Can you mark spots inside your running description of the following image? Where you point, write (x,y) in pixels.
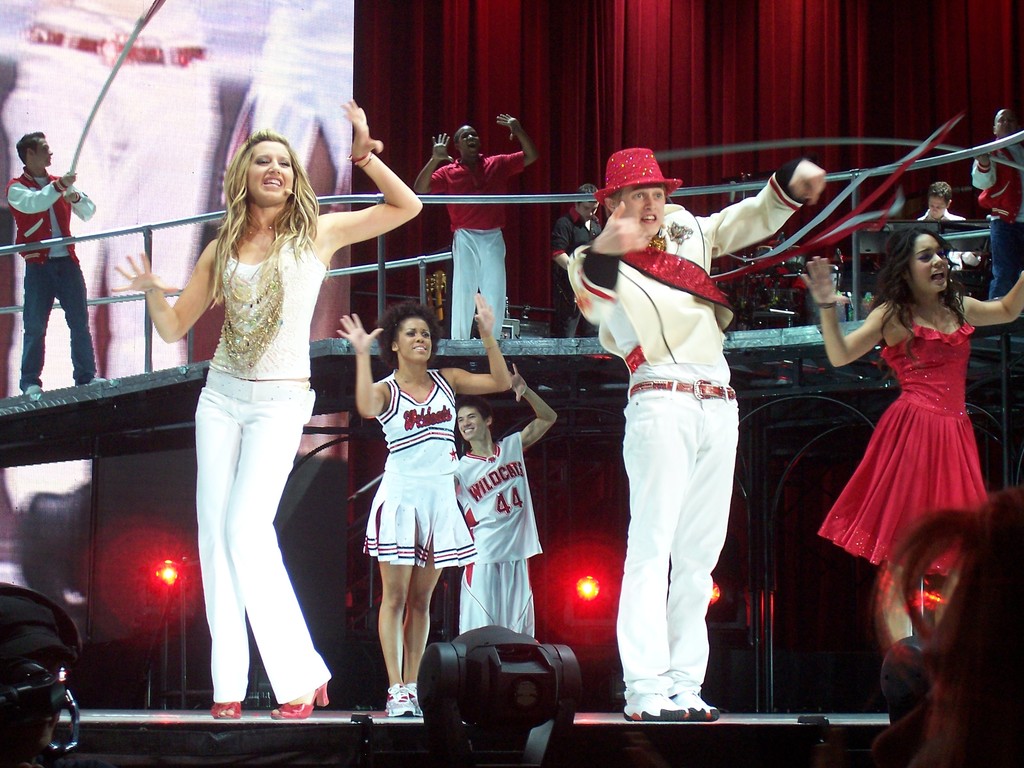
In this image I can see people (529,401), railing (382,261), screen (261,7), red curtain (596,104), focusing lights (492,700), musical instruments (735,282) and objects (804,281). Among them few people (498,243) are dancing on the stage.
